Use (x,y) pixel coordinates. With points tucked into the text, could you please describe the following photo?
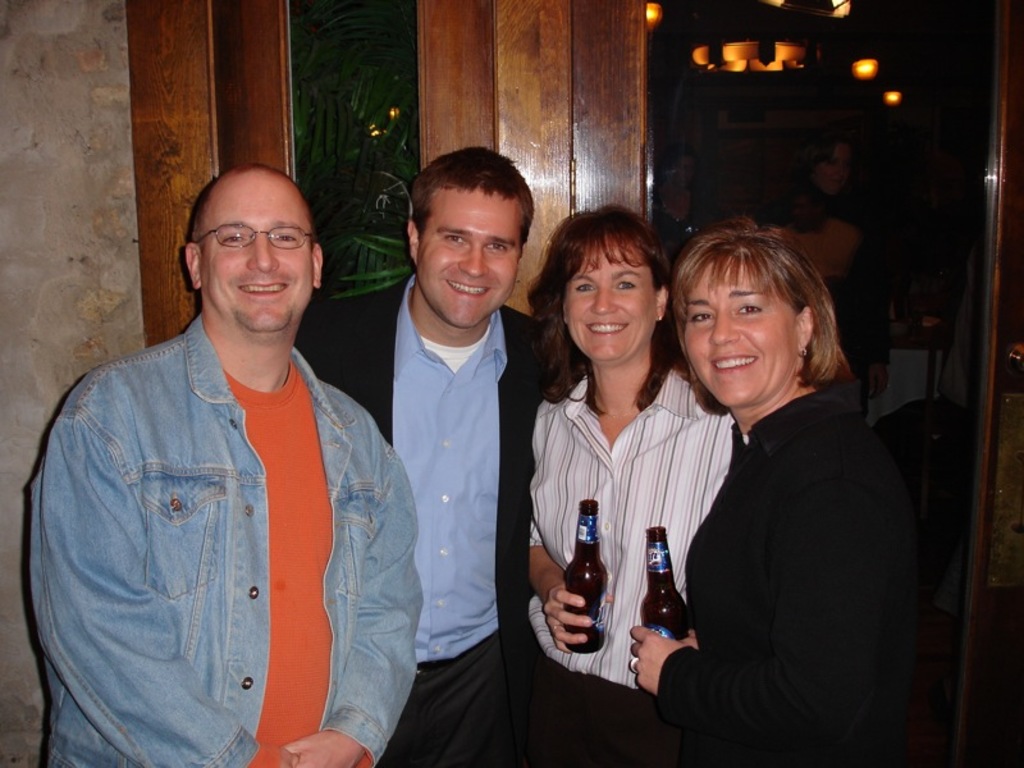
Here men (446,524) are standing, women (733,545) are standing and holding bottle (665,620), this is door (520,121).
